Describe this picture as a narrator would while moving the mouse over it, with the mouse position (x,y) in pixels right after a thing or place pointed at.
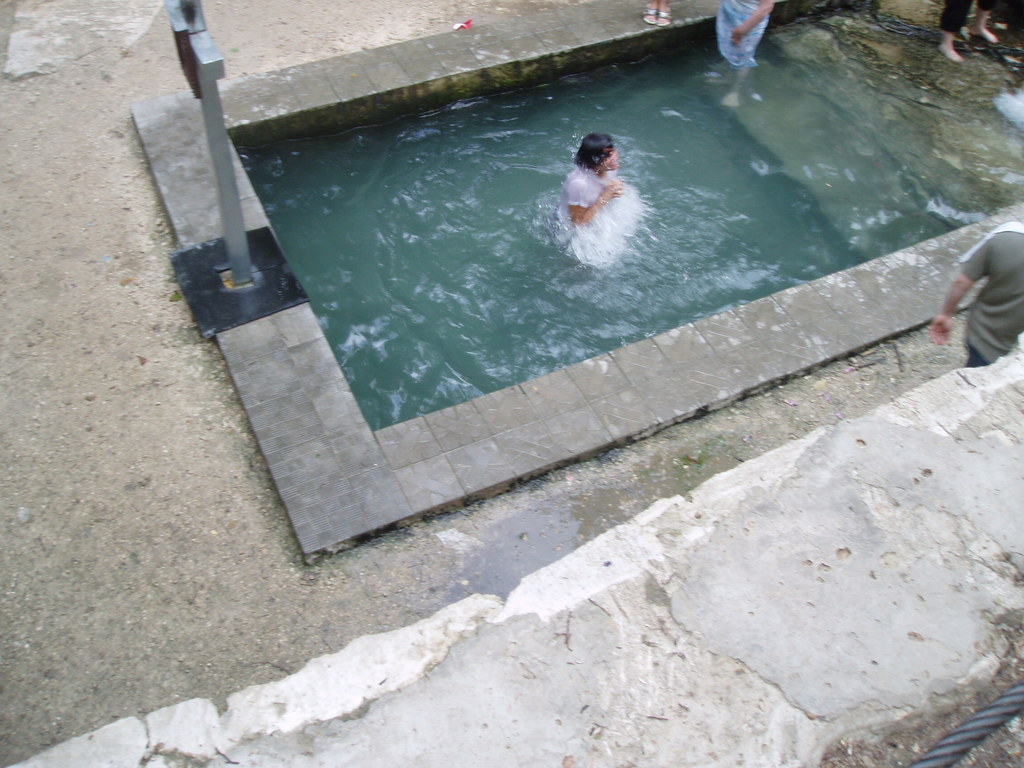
In this picture we can see two persons (616,185) in the water (507,228). On the left side of the image (213,66), there is an iron object (207,107). On the right side of the image (986,346), there is a person (970,338). At the top of the image (645,14), there are legs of a person (653,24). In the top right corner of the image (967,16), there are legs (950,24) of another person (957,25). In the bottom right corner of the image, it looks like an iron rod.
